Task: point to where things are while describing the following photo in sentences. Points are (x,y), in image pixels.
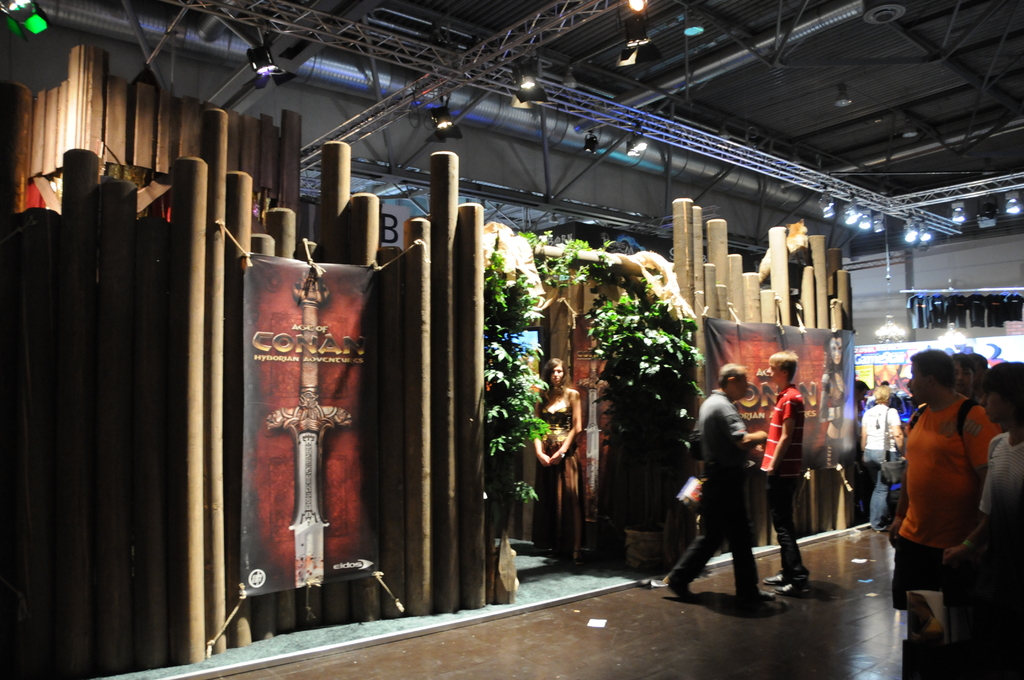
In this picture we can see a group of people (772,583) on the floor (729,596), banners (836,400), plants (657,363), lights (960,216), rods (614,117), roof (835,48) and in the background (975,259) we can see the wall (902,287) and some objects (970,293).
